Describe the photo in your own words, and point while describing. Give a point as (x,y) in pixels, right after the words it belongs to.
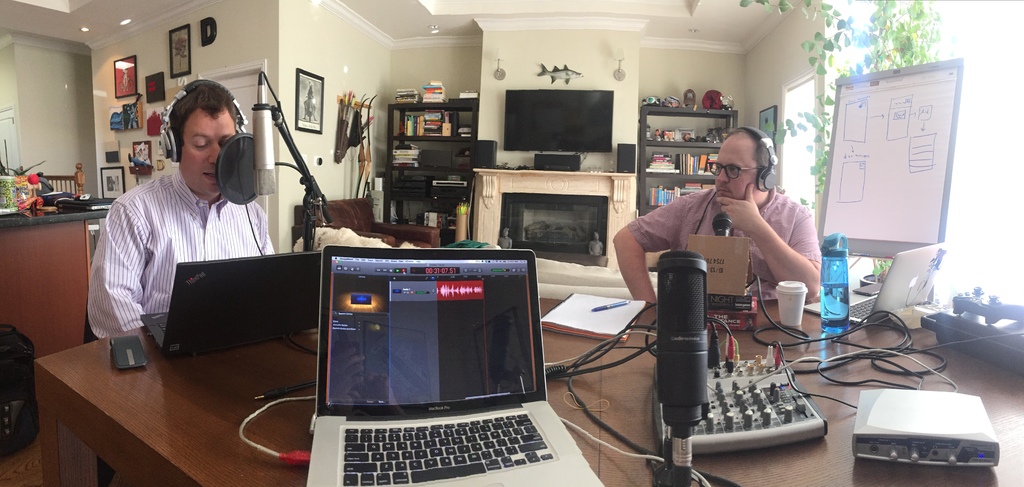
There is a table (221,408) in this picture on which some laptops (249,297), microphones (264,134) and recording equipment (753,397) were placed. There are some papers (617,317), water bottles (831,307) here. Two members (196,213) were sitting Wearing headsets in front of the table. There is a board (869,166) here. In the background (564,130), there is a television (512,129) cup boards (447,142) in which some books (404,162) were placed and some photographs (302,99) were attached to the wall (260,40) here.
